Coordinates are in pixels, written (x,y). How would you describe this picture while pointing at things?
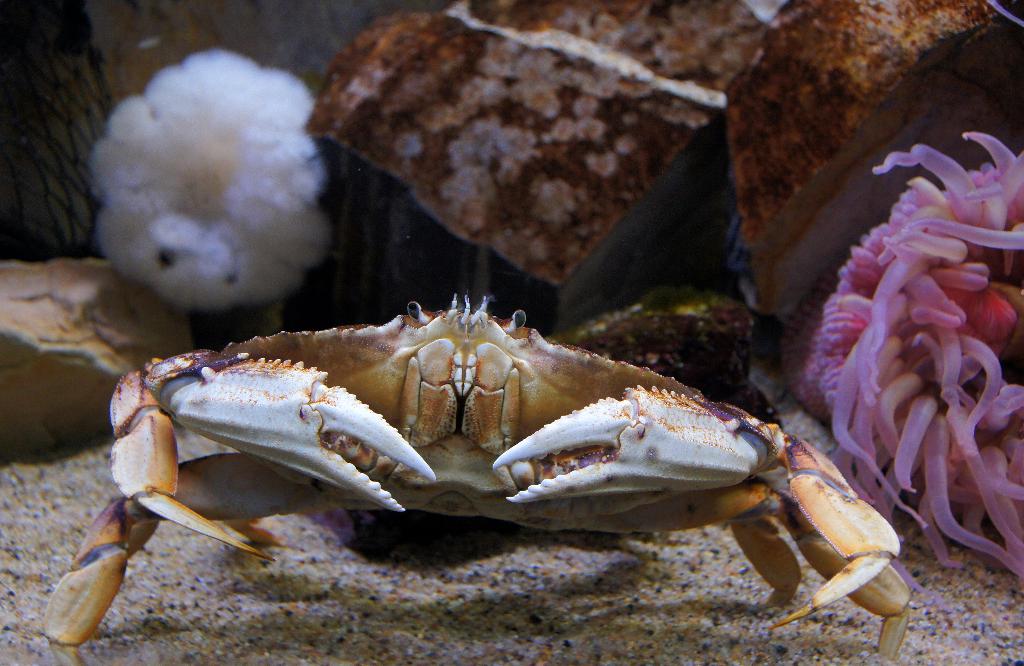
In this image we can see a crab (699,496) on the ground (534,609), we can also see some plants (974,378). At the top of the image (711,95) we can see some rocks (408,154).
